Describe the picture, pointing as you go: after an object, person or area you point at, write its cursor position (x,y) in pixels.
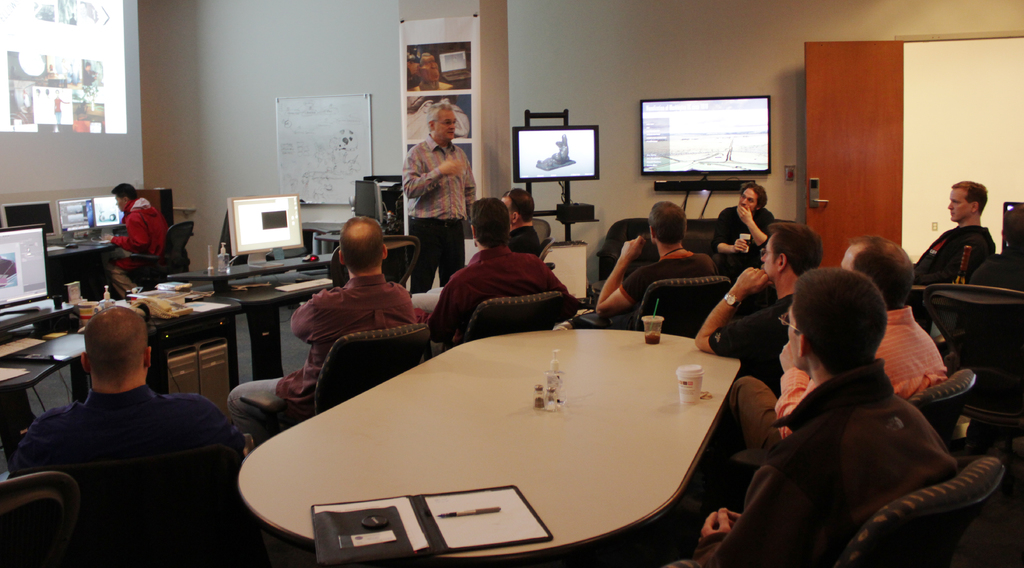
As we can see in the image, there is a white color wall (231,104), screen (644,136), board (278,113), monitors (66,224) on table (247,269) and there are few people (475,221) sitting on chairs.
